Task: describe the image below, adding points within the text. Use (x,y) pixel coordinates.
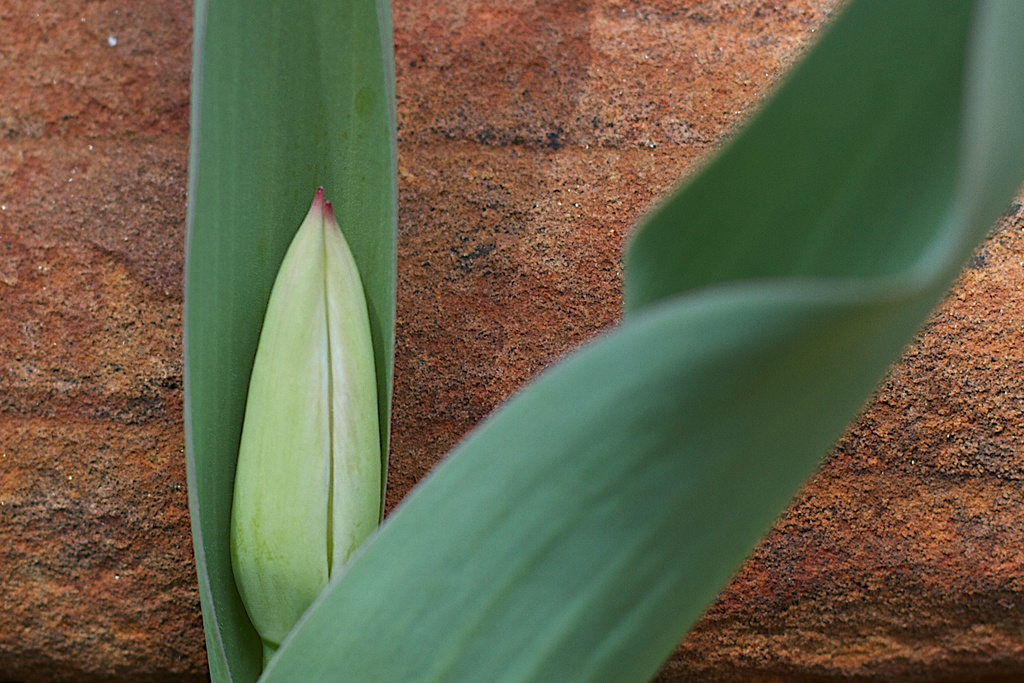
In this image I can see few leaves (209,463) in green color and I can see the brown color background (148,496).
